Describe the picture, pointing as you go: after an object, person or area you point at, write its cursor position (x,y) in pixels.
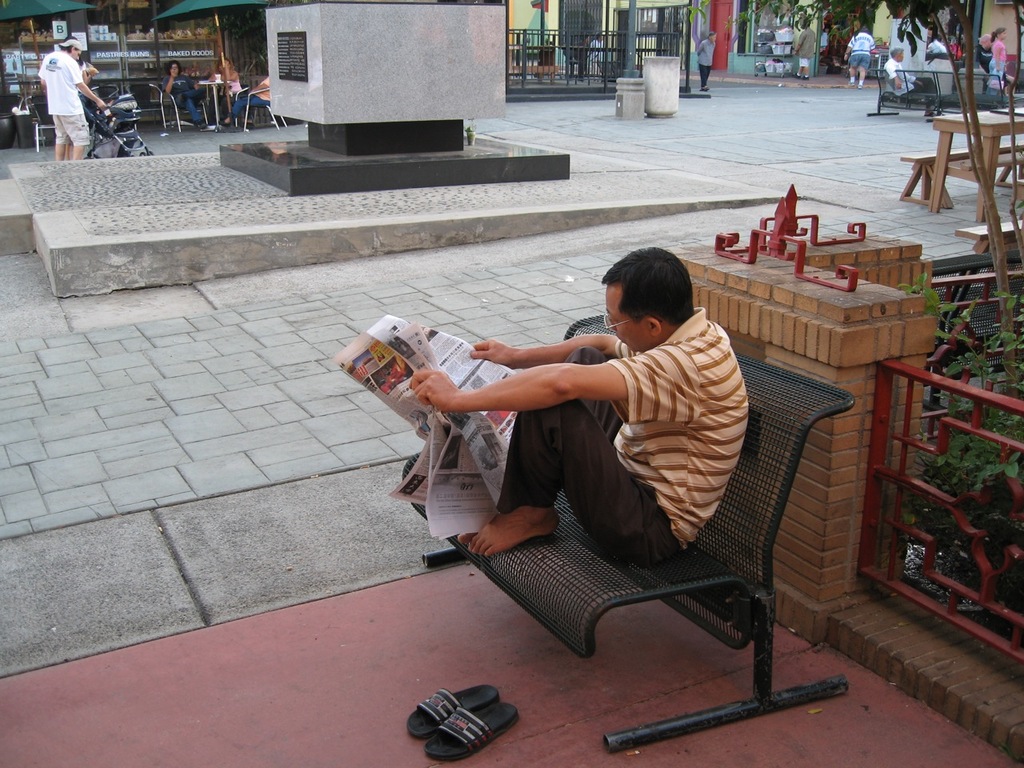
As we can see in the image there is a wall (751,67), fence (571,33), few people (592,34) here and there, plants (959,339), trees (960,20) and in the front (682,596) there is a bench (700,541). On bench (708,552) there is a man (641,419) sitting and reading newspaper (448,437).
